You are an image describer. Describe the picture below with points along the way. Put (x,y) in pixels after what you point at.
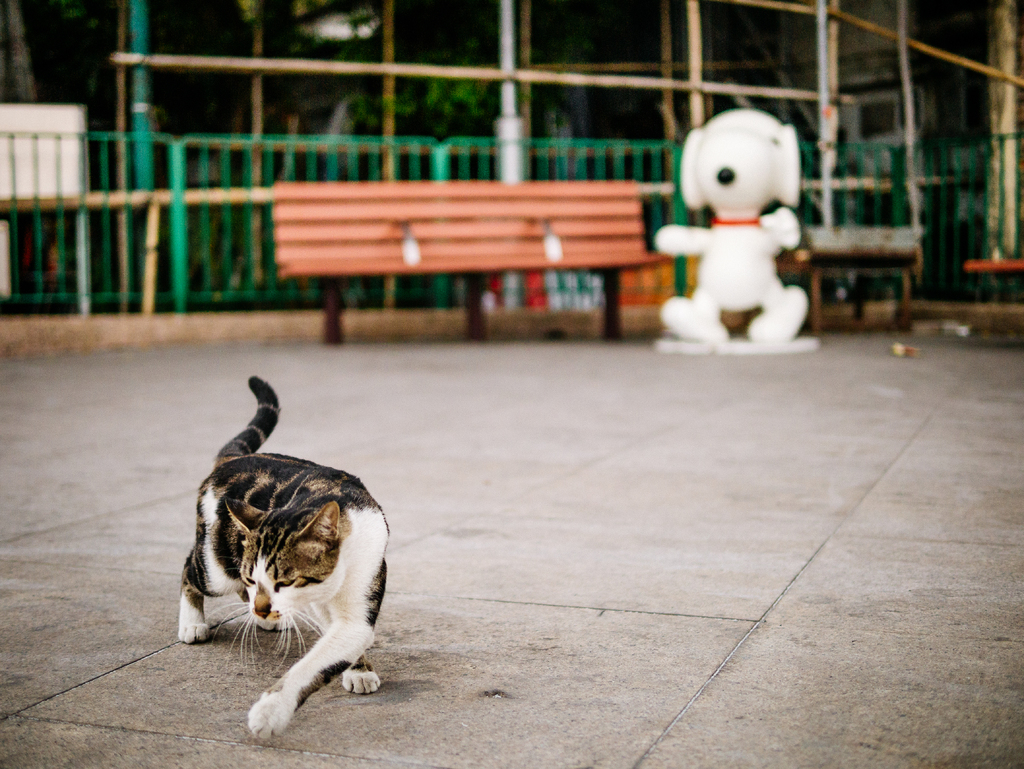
This picture describes about a cat (299,522) in the background (435,254) we can see a bench (471,249), a toy (754,160), metal fence (163,197), and couple of trees (412,43).
